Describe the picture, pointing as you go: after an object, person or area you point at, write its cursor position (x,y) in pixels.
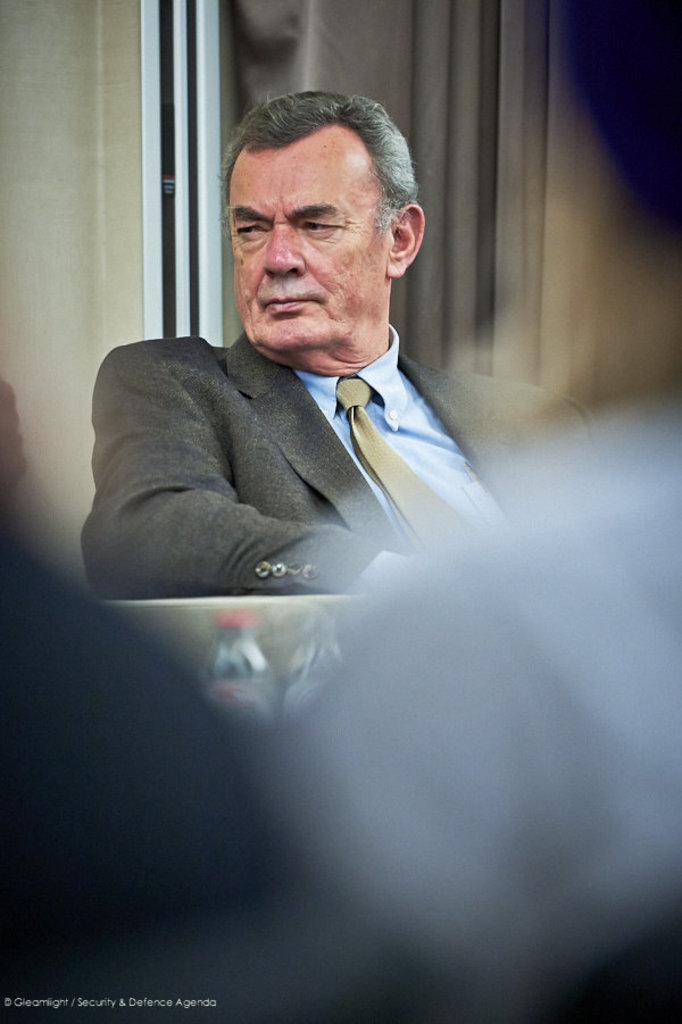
In this image I can see a person (292,431) sitting and the person (223,437) is wearing gray color blazer (316,434), blue shirt (387,434) and a tie (372,442). Background (102,198) I can see the wall (108,206) in cream color.
